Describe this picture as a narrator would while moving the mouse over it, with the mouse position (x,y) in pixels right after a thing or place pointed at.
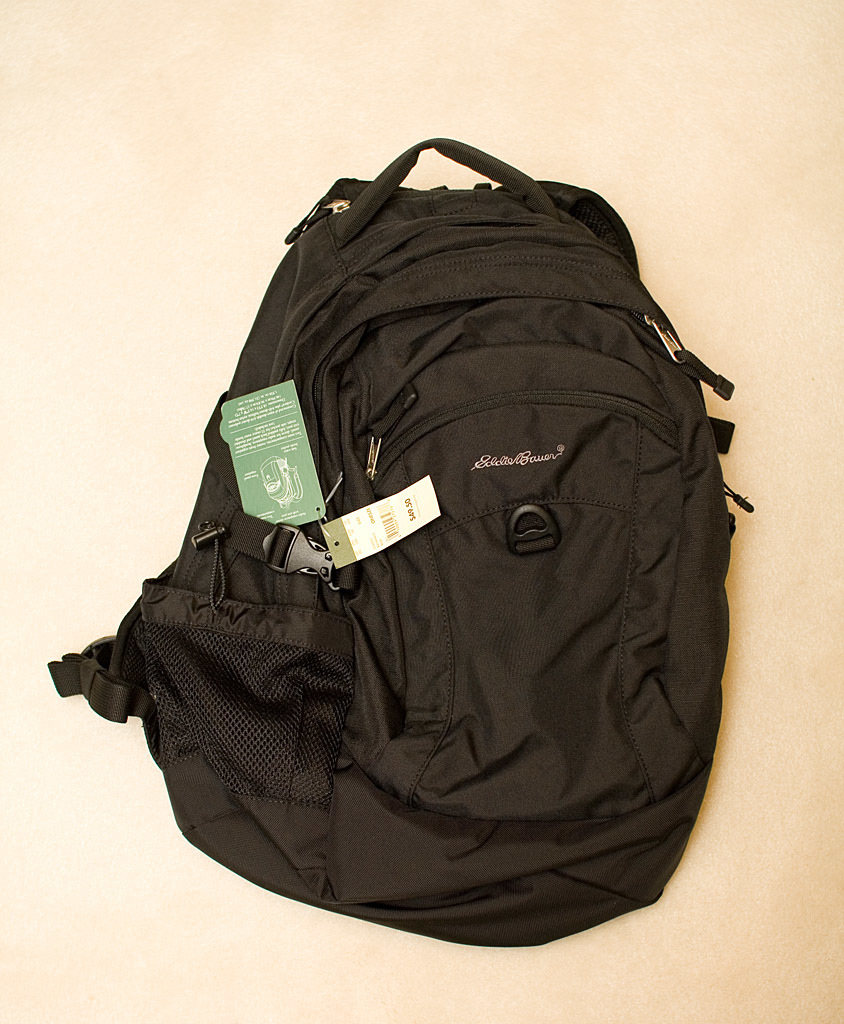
In this image we can see a bag (462,646) which is in black color.
